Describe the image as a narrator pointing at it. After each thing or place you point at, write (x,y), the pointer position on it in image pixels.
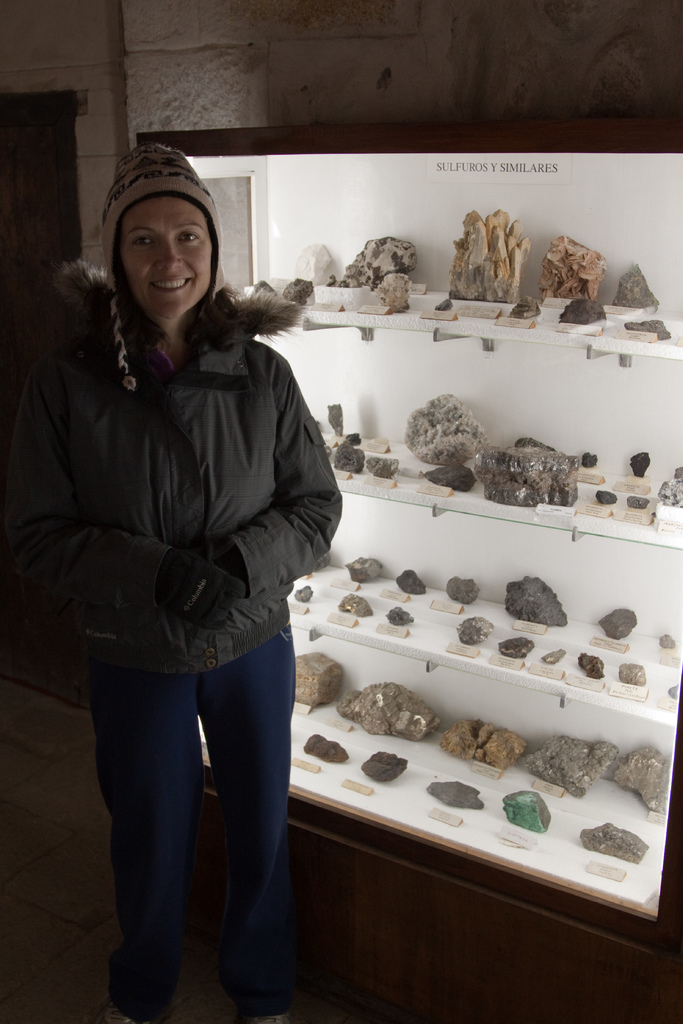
On the left side of the picture (202,396) there is a woman (120,591) standing wearing a jacket (100,481). On the right (468,746) there are stones (519,614), in the closet (460,155). At the top (258,64) there is a brick wall (249,75).
